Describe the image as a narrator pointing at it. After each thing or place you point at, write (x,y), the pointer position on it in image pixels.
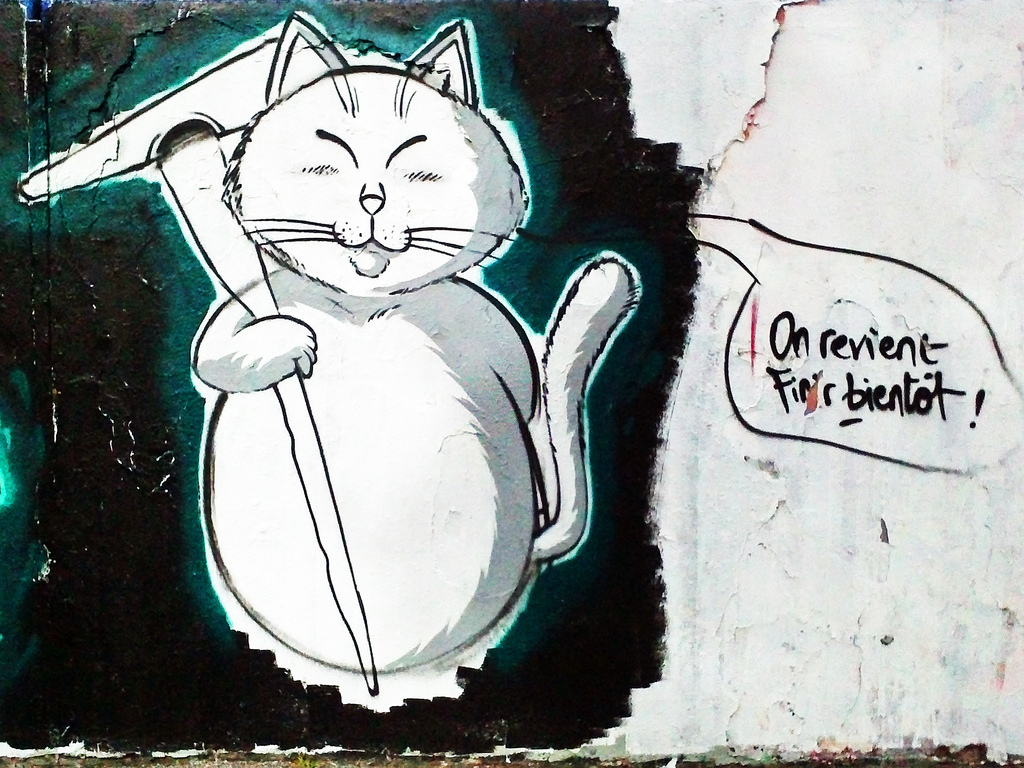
In this image there is a wall (657,368) having some painting (511,372). Right side (797,362) there is some text (772,370). Left side (225,375) there is an image (437,432) of an animal (414,391) holding an object (289,409).
